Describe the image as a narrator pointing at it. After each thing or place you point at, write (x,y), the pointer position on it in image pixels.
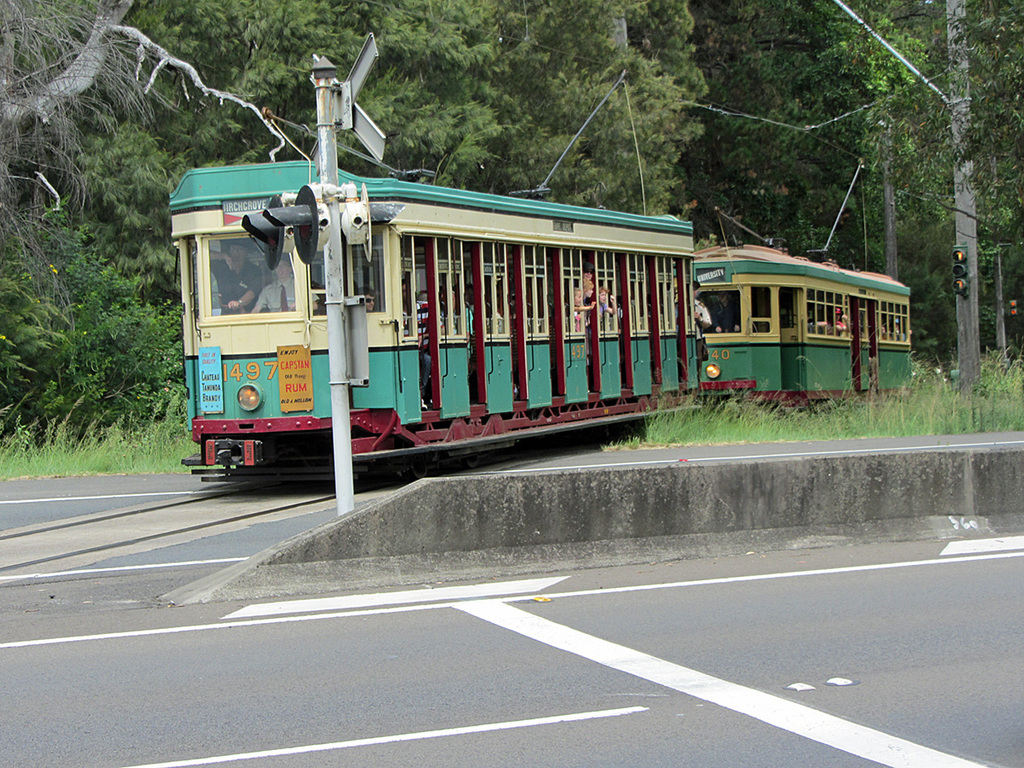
This is an outside view. In the middle of the image (388,273) I can see the vehicles (390,348) on the road (138,498). Inside the vehicles (487,331), I can see the people (422,300). Beside the road (71,522) there are few poles (339,482). In the background (593,122) there are many trees (583,108). On the right side (855,413), I can see the grass (801,421) on the ground (696,446).
